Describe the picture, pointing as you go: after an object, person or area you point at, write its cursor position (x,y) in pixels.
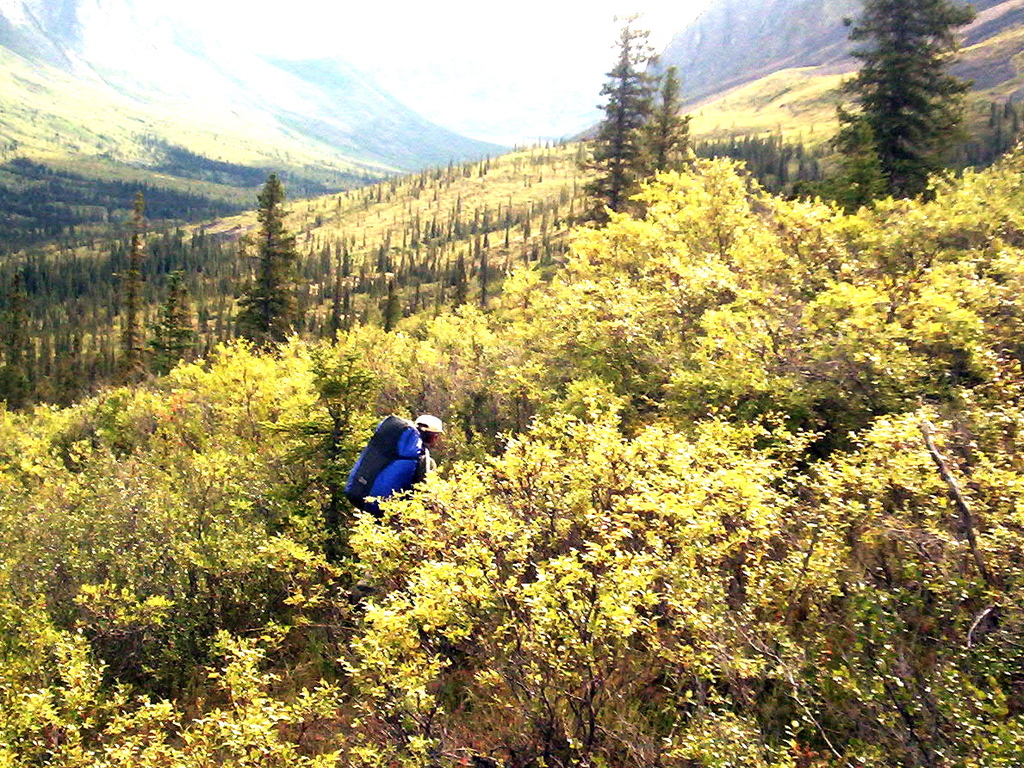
In this image there is one person (423,473) is standing and holding a backpack (383,490) in middle of this image (386,475), and there are some trees (556,282) as we can see in middle of this image (520,359) and bottom of this image (650,607) as well and there are some mountains (411,132) at left side of this image (209,190) and right side of this image (771,67). There is a sky (491,69) in top of this image (488,70).
